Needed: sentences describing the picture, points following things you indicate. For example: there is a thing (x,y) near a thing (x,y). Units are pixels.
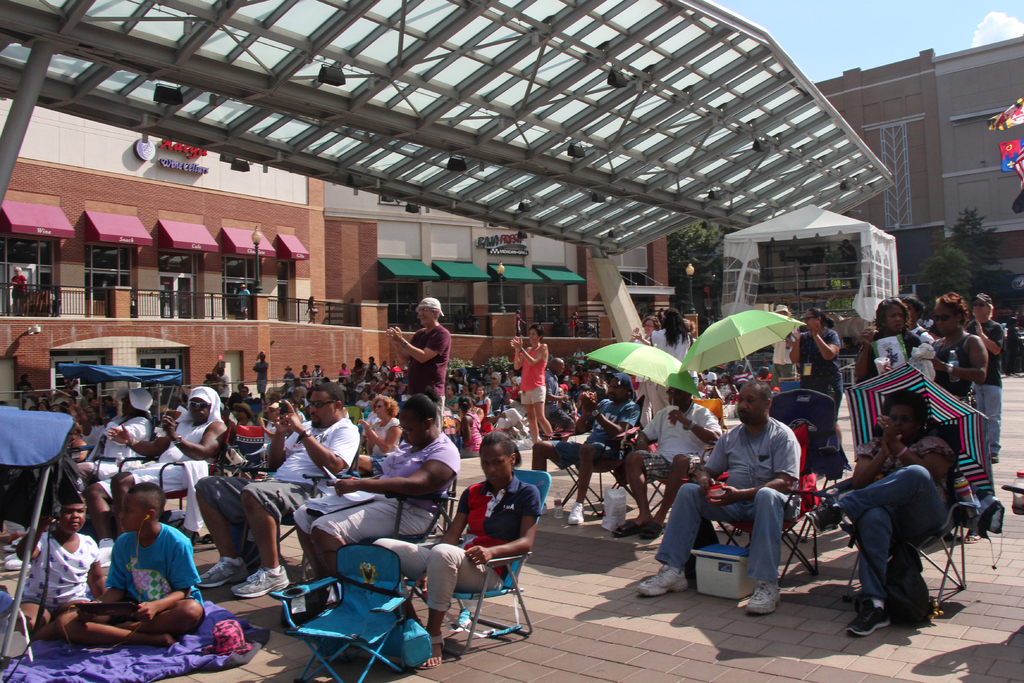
In this image, there are some people (318,529) sitting on the chairs (362,564), in the right side (736,354) there are some umbrellas (672,384) which are in green color, in the middle (419,340) there is a man (421,353) standing and he is clapping his hands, in the backside of man (433,367) there is a woman (531,370) standing and she is clapping her hands (521,345), in the top (538,197) there is a white color tent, in the background (126,307) there is a red brick wall (117,184).
